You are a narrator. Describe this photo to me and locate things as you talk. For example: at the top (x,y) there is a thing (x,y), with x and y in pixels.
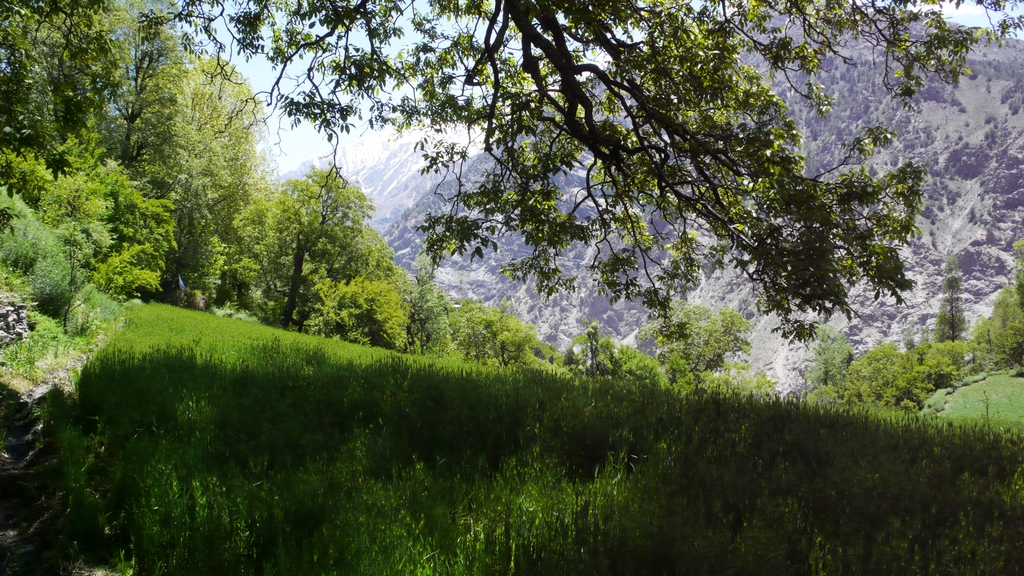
In this image we can see some trees (213,233), plants (197,370) and grass (240,464) on the ground (946,491) and we can see the mountains (943,193) in the background (957,151).
